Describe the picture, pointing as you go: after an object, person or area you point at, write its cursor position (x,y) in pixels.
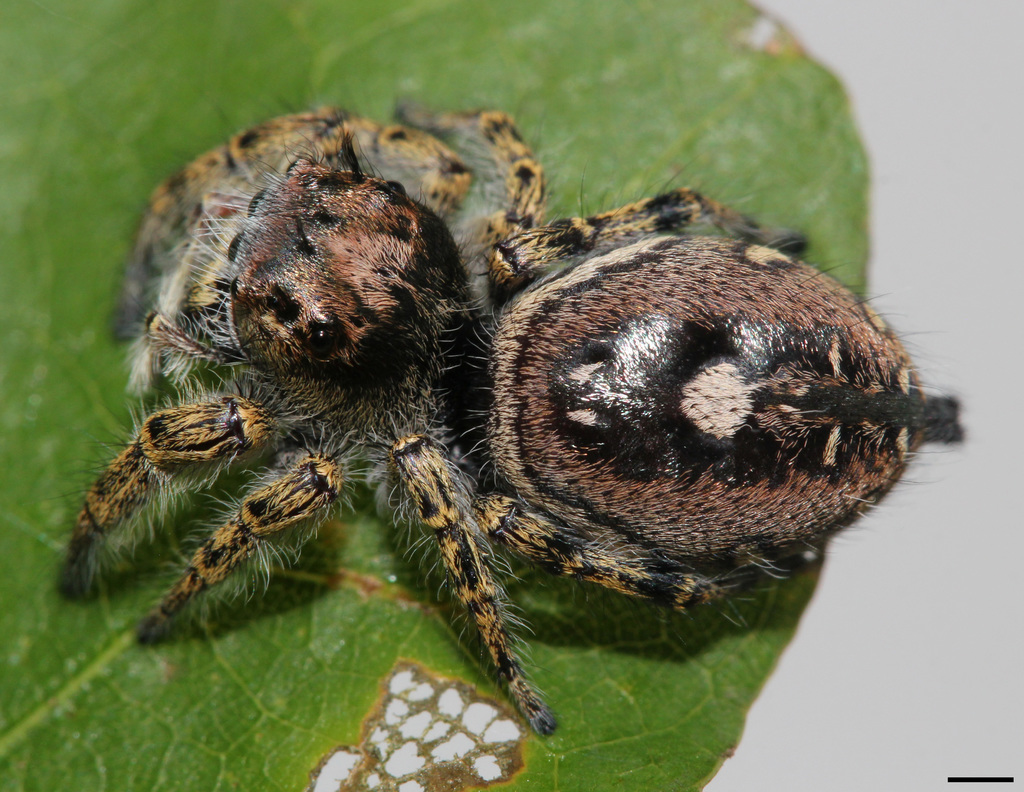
In this image we can see a spider (484,513) on a leaf (304,605).
